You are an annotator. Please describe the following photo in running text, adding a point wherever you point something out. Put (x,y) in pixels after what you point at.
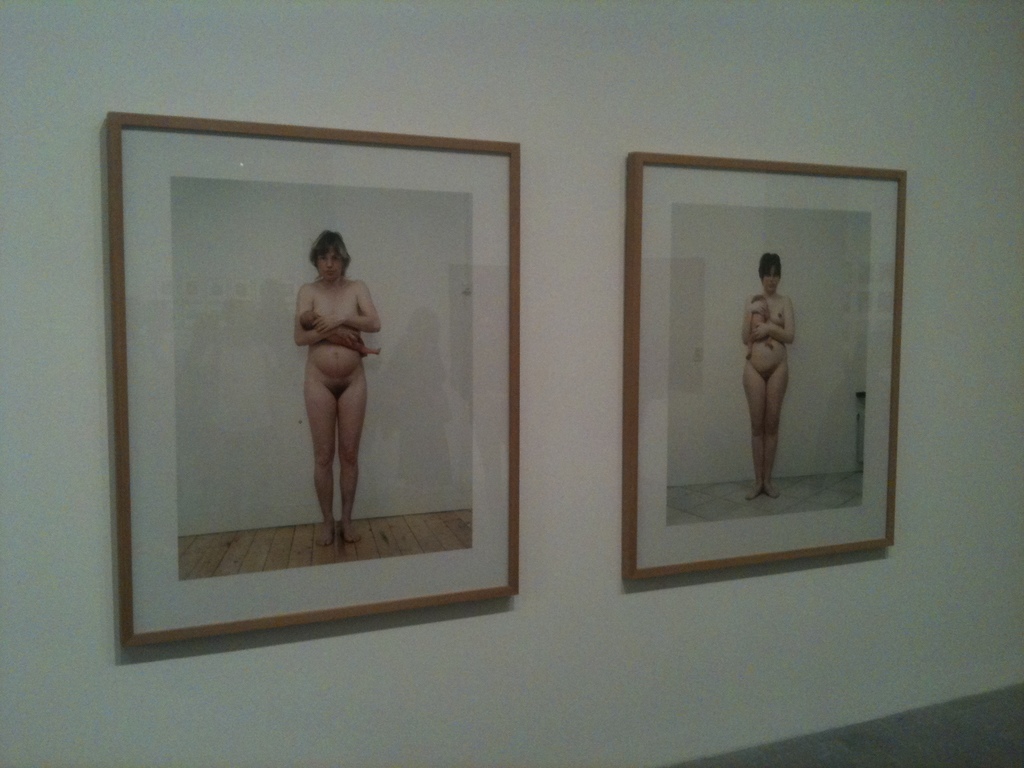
In the image there are photo frames (689,251) attached to the wall (955,620).
